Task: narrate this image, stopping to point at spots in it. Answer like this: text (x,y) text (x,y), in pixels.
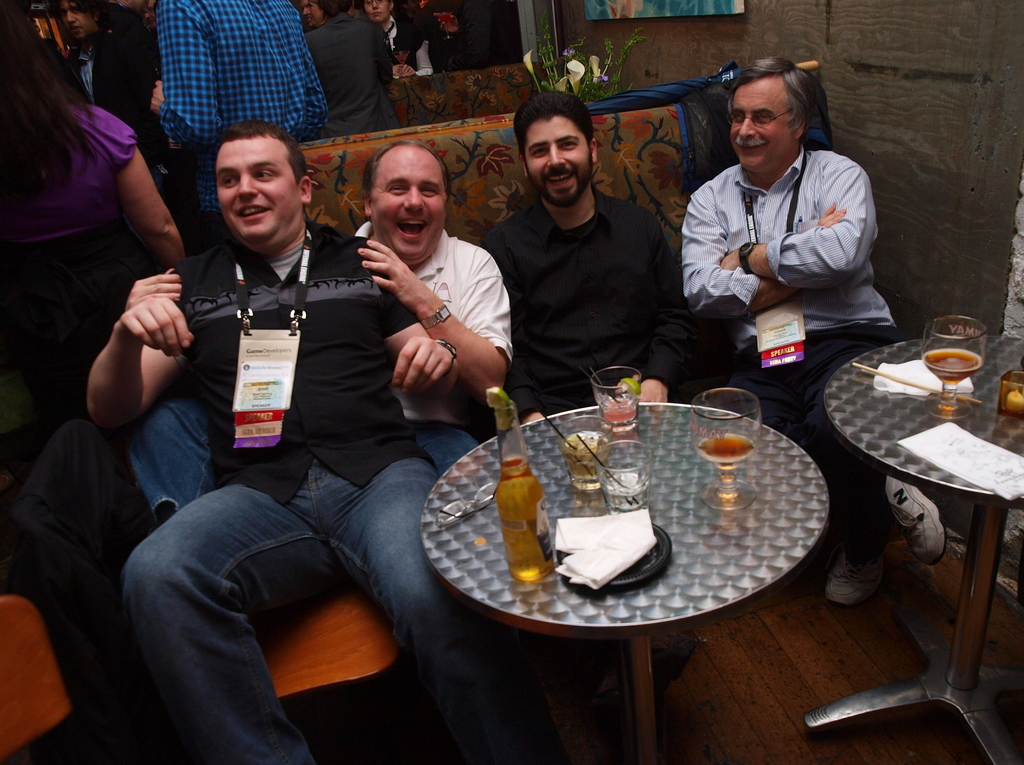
In the image there are few men (369,242) sat on sofa (484,151) and in front of them there is a table (739,535) with beer bottle (517,562) and glasses (726,475) on them, this seems to be in a bar (685,54).
